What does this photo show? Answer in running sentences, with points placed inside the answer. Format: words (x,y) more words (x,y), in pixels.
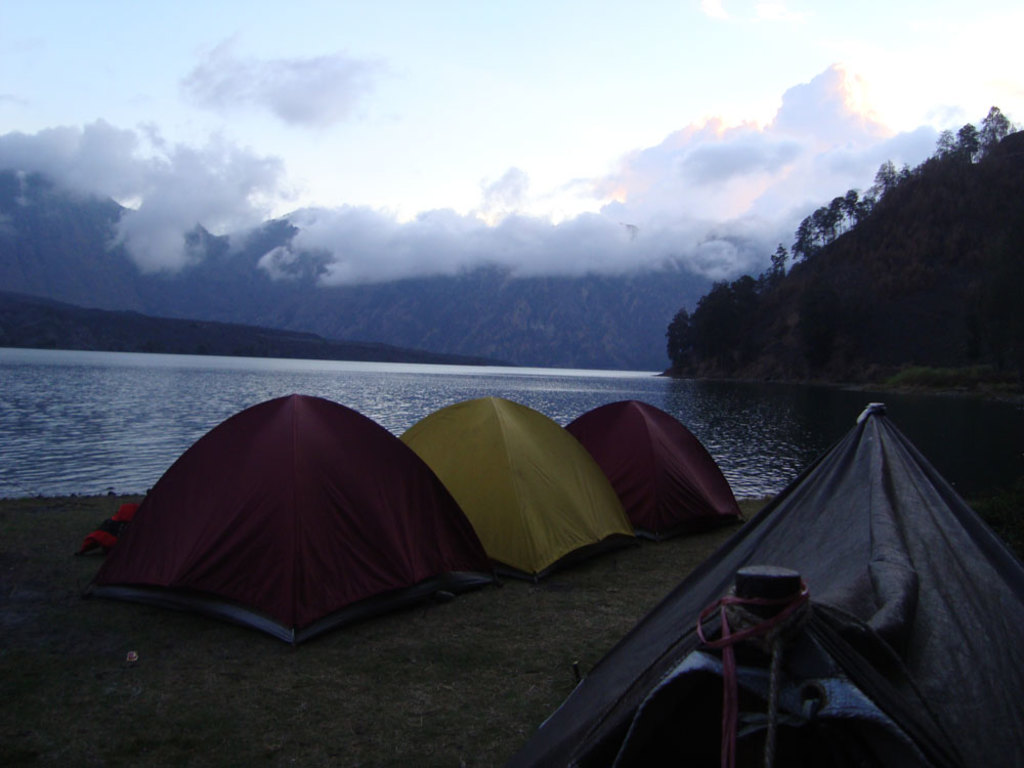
In this picture we can see tents (784,561) near to the river (157,405). On the right (756,288) we can see many trees (909,307). On the background (1,200) we can see mountains (494,279). On the top (497,82) we can see sky (484,105) and clouds (804,110).
